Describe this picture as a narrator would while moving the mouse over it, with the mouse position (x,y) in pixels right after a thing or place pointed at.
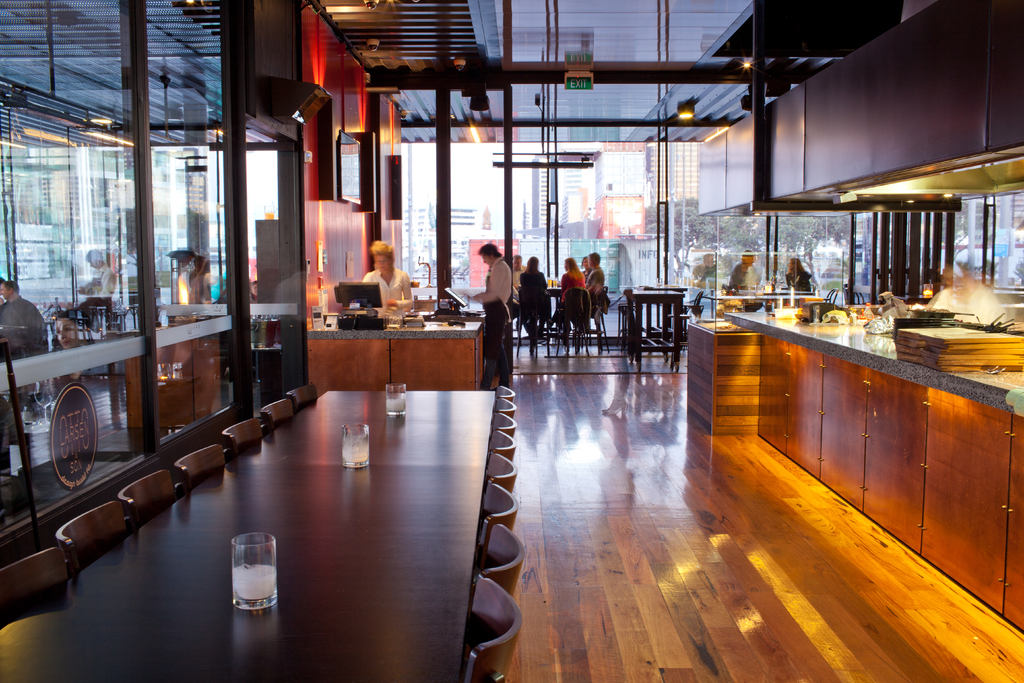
In this image in the front (378,575) there is a table (355,610) and on the table (342,593) there are glasses (347,466) and there are empty chairs (502,541). In the background (390,296) there are persons (491,285) standing and sitting. On the right side (883,333) there is a platform (891,359) and on the platform (1019,383) there are objects (880,316) and on the top (586,74) there is a board (569,86) with some text (582,87) written on it and on the left side (89,283) there is a glass (127,306) and behind the glass (132,305) there are persons (38,338) visible. In the background (573,232) there is a glass (565,233) and behind the glass (550,229) there are buildings (611,218) and there are monitors (364,286) and there are frames (350,190) on the wall (346,211).
